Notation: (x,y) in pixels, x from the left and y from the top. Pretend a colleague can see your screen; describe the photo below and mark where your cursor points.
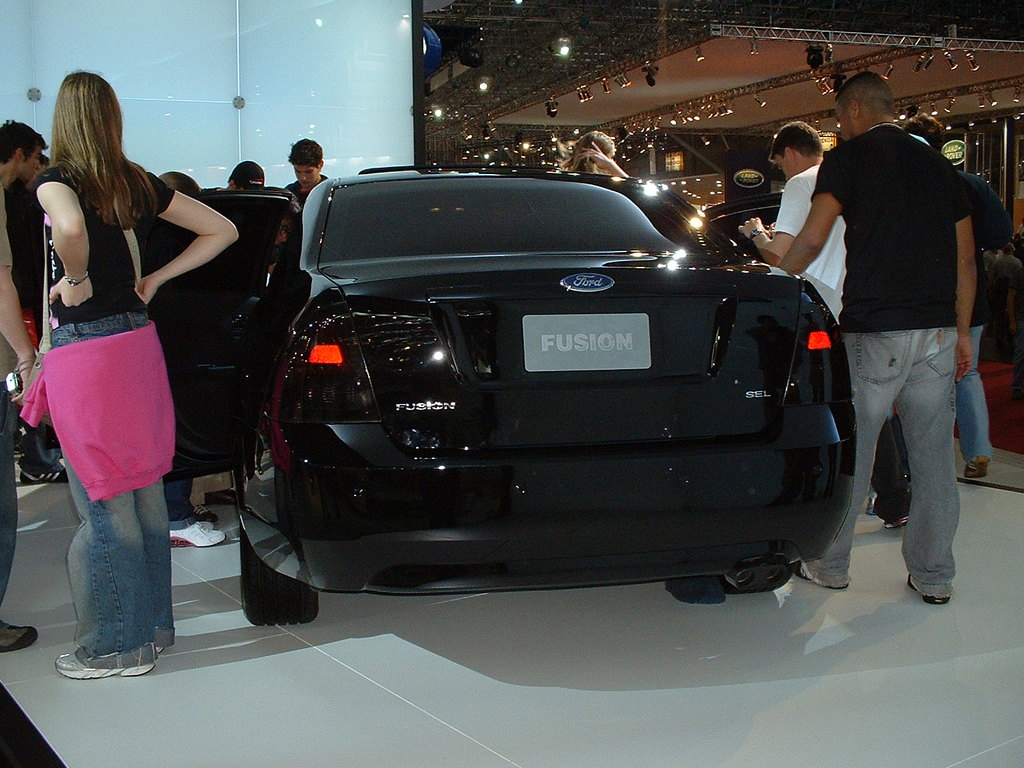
In this image in the center (350,317) there is one car (402,317) and also there are some persons (94,259) standing, in the background (678,165) there are some lights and glass window (310,75). At the bottom (823,653) there is floor (771,653), and at the top of the image (632,69) there are some poles (860,42) and lights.
